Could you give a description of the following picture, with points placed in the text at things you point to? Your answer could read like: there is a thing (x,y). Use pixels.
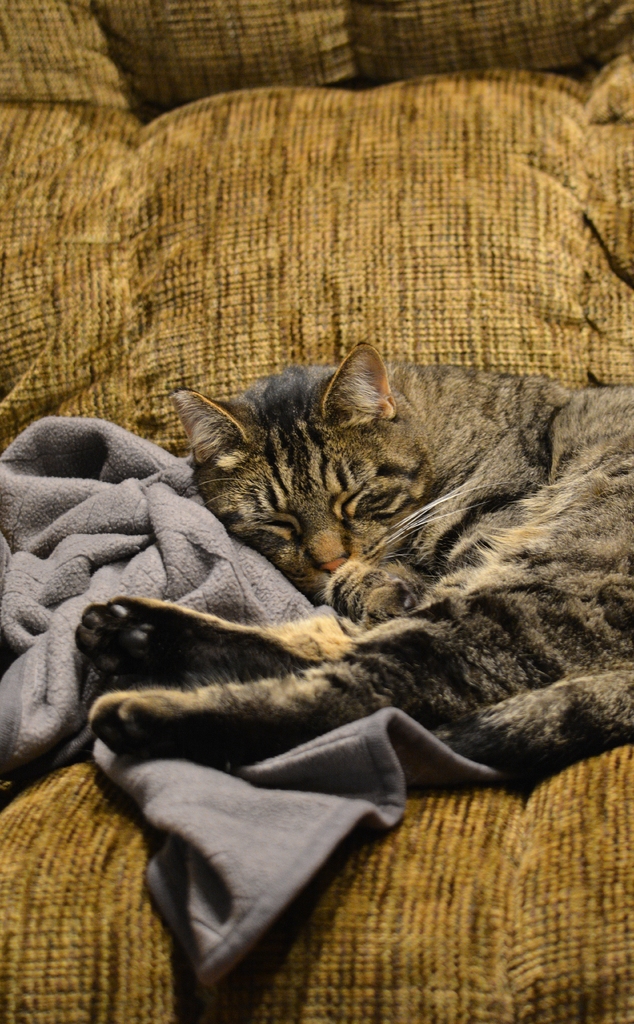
In this picture there is a cat (518,513), it is sleeping on a sofa (163,437) and there is a towel (81,468) on the left side of the image (16,534).
